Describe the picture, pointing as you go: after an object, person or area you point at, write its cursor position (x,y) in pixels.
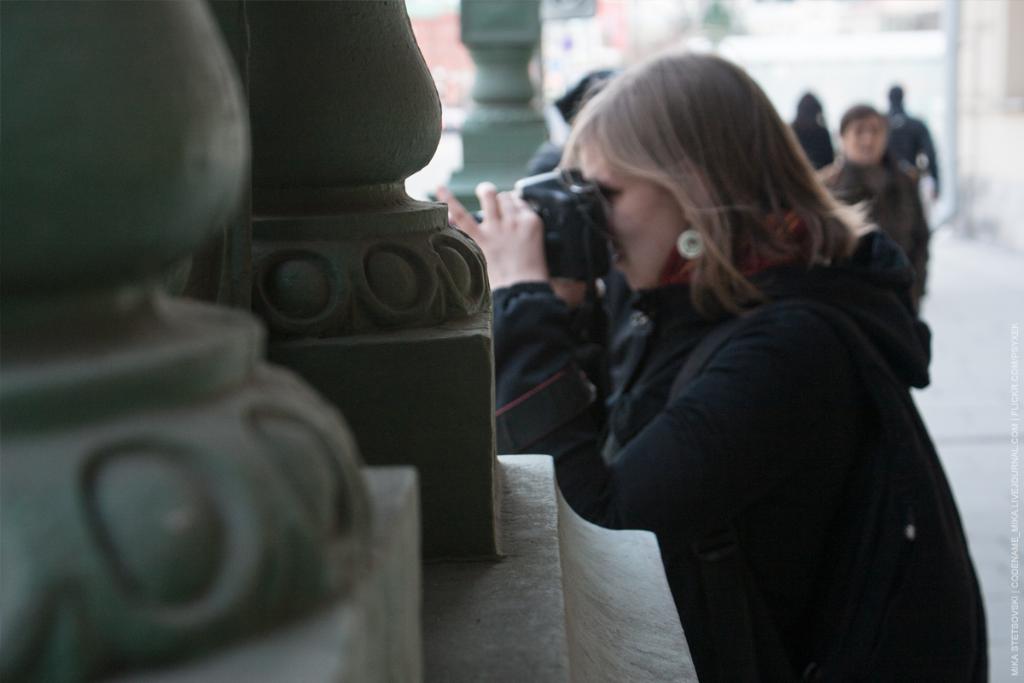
In this Image I see a woman (589,418) who is holding a camera (547,175) and there are few pillars (324,396). In the background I see few people (873,103) who are on the path (945,352).
